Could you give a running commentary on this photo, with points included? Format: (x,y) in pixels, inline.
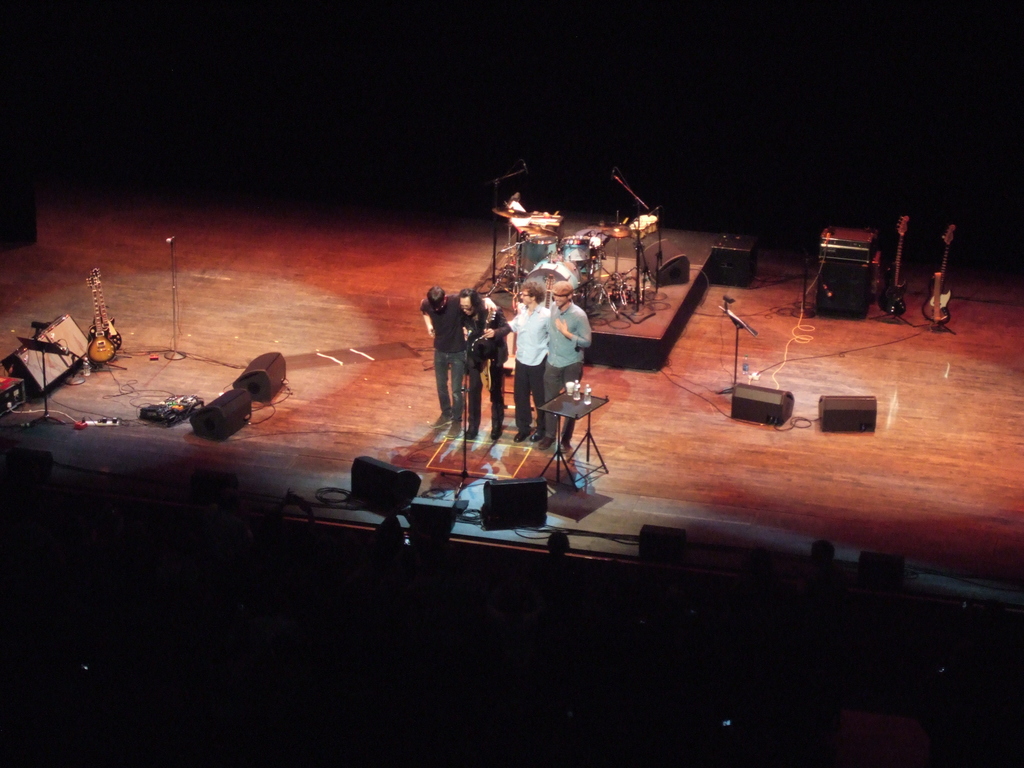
In this image I see the stage (437,228) on which there are musical instruments (610,264) and I see the black color things (830,309) and I see 4 persons (575,374) over here and on this table (552,459) I see 2 bottles (587,384) and a thing (574,388) and it is dark in the background (491,168) and it is dark over here too and I see the wires (794,327) over here and here.
